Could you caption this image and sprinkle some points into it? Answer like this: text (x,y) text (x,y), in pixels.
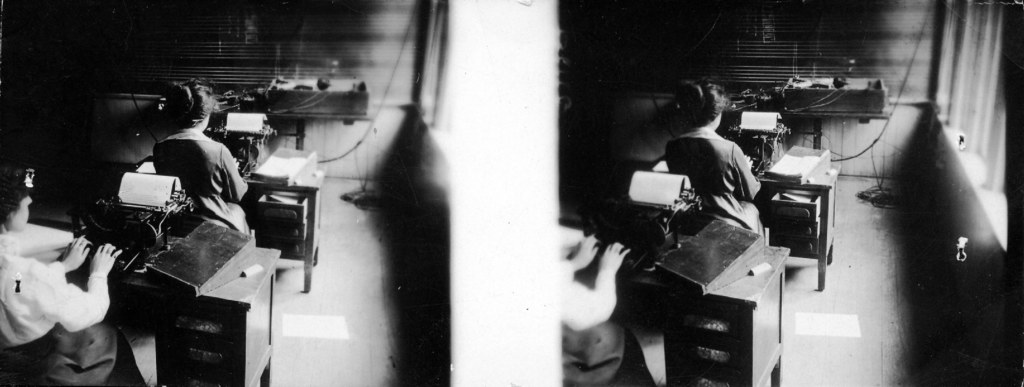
In this picture I can see collage of two similar images and I can see couple of women (40,307) seated and working on the typing machines (267,125) on the tables (313,235) and I can see papers (292,173) on the tables (283,216).
